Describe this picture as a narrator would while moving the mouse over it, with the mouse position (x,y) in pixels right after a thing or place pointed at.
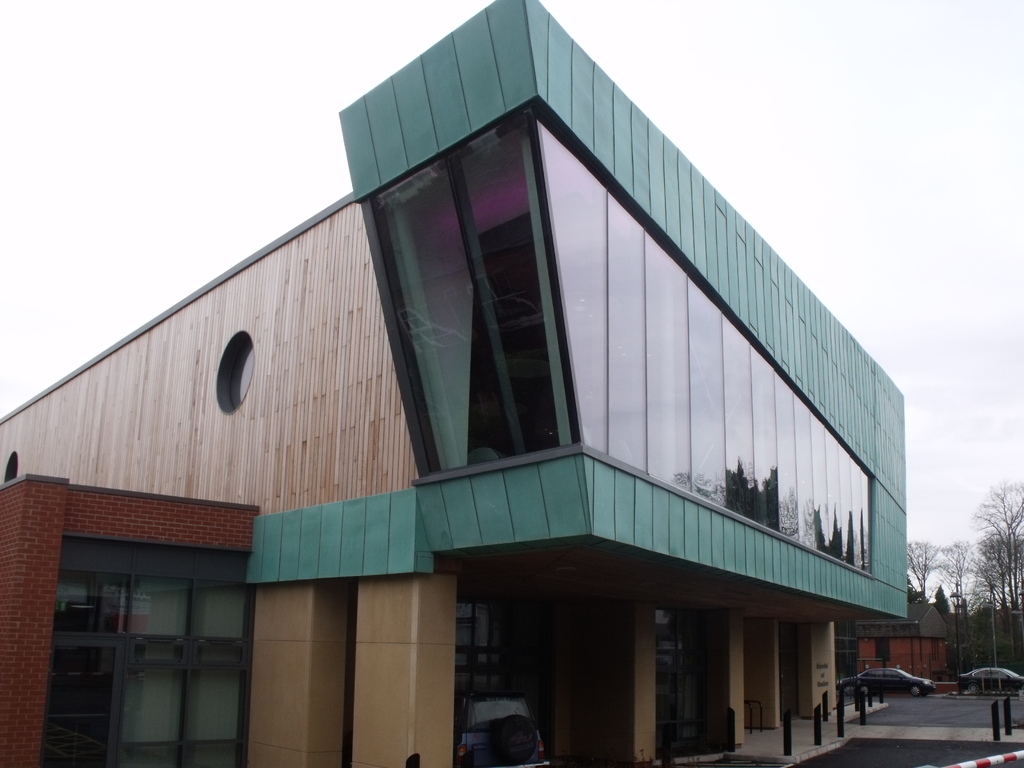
In this image we can see the building (737,496). And we can see the glass windows (675,396). And we can see the trees (1007,616). And we can see some vehicles (538,742). And we can see the sky (988,503) at the top (957,201).
